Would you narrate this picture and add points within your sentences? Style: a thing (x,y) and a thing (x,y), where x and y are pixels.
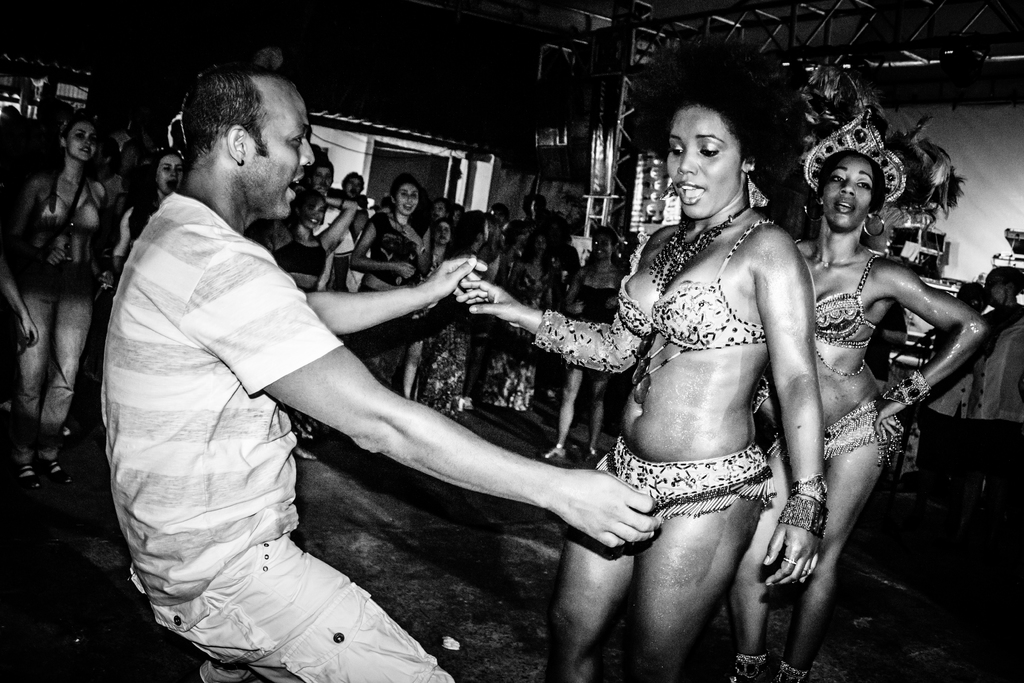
This is black and white picture, there is a man (292,472) in t-shirt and shorts (272,641) holding a woman (678,238) in bikini (678,335) and in the back (435,253) there are many woman (435,253) standing in regular clothes (70,359), it seems to be a dance show and above there is a metal frame (661,33) to the ceiling (925,56).
